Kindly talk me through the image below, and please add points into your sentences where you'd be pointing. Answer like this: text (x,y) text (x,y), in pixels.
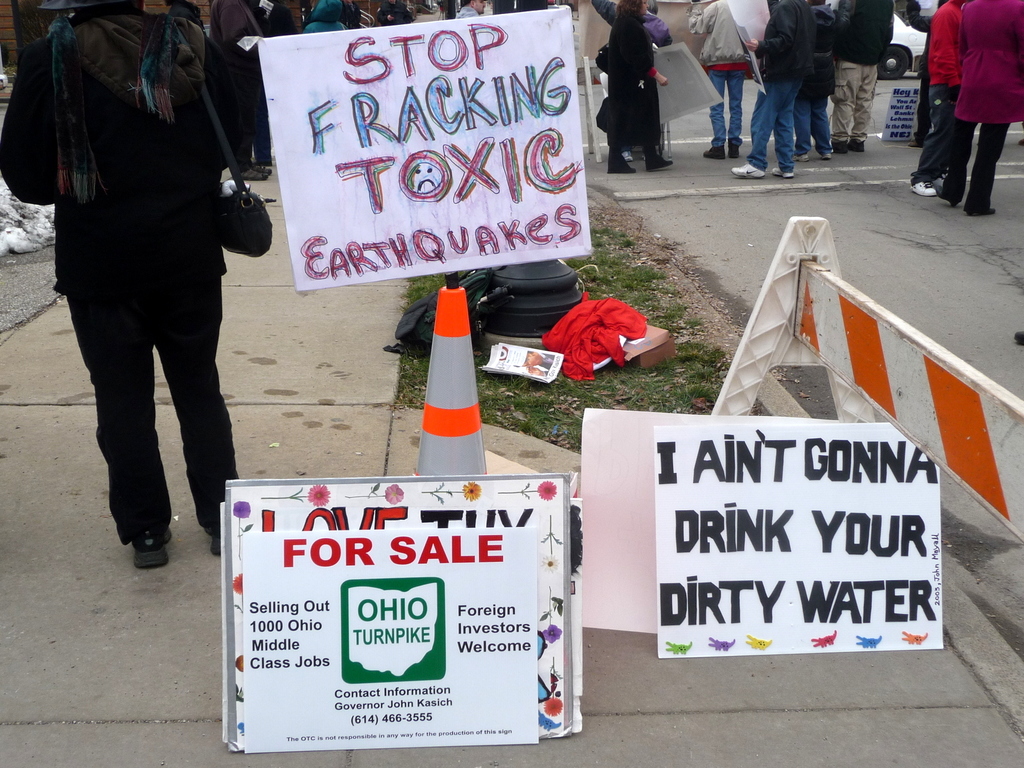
There are posters (408,619) present the bottom of this image (510,636). We can see people (325,27) standing in the background (244,90).
